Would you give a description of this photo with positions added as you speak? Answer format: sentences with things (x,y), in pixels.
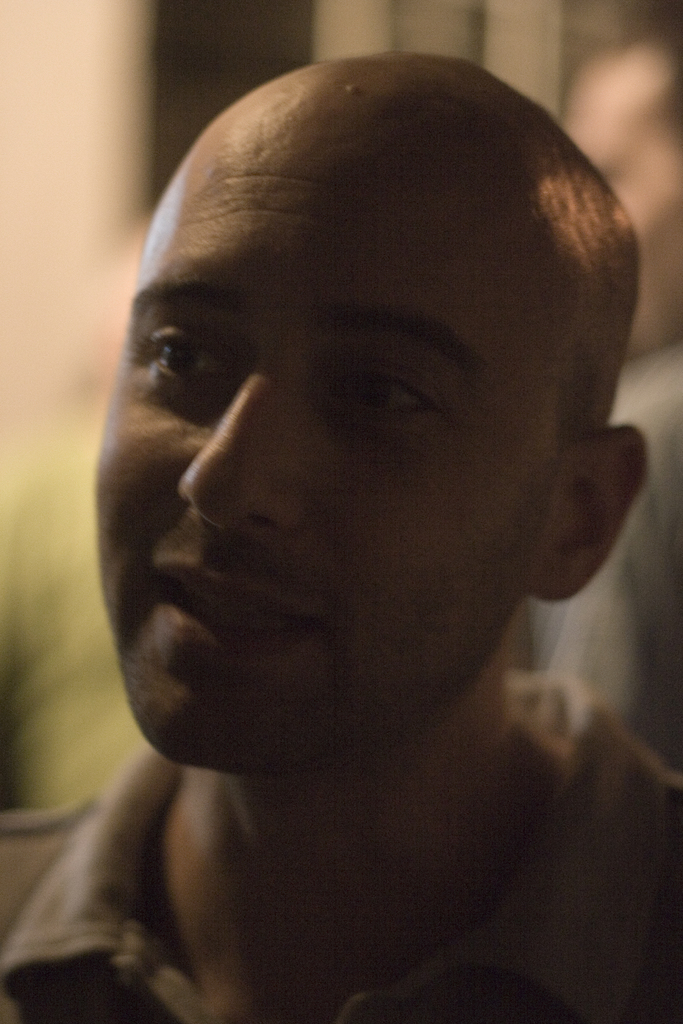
In this image we can see a man (482,789).
